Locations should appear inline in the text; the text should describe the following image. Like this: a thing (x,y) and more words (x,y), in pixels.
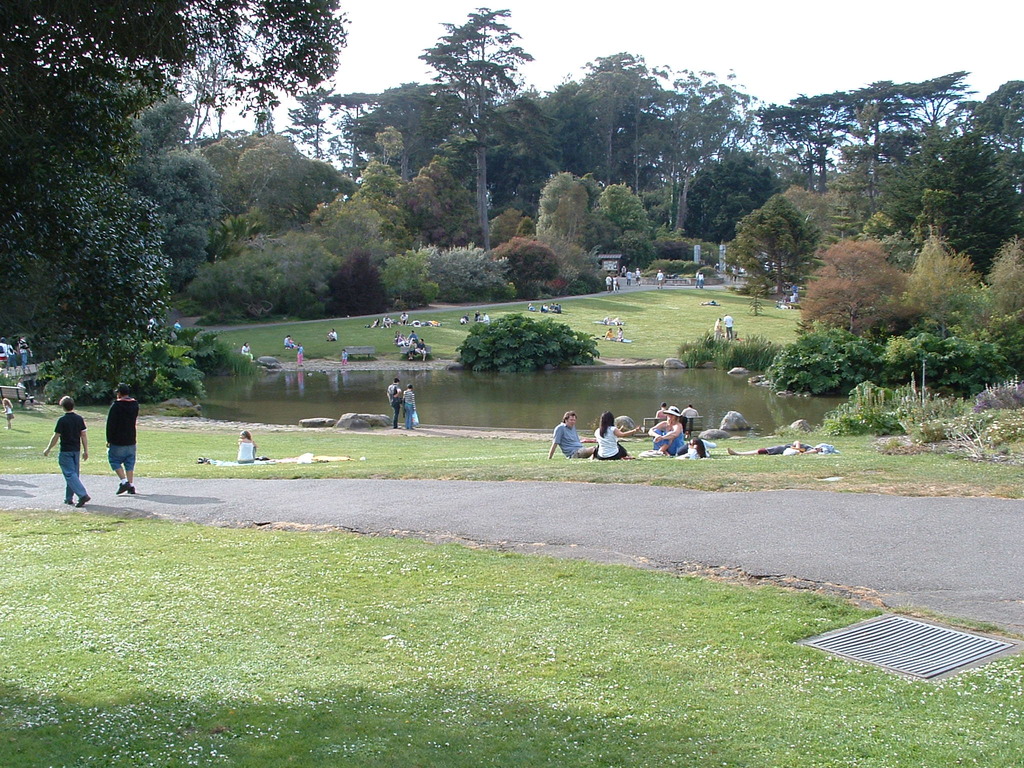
In the center of the image (663,409), we can see people (602,432) sitting and some of them are walking. In the background (545,343), there are trees (420,271), plants (583,280) and we can see a pond (531,400) and there are some benches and at the bottom (563,564), there is road (588,539) and ground (421,666).
